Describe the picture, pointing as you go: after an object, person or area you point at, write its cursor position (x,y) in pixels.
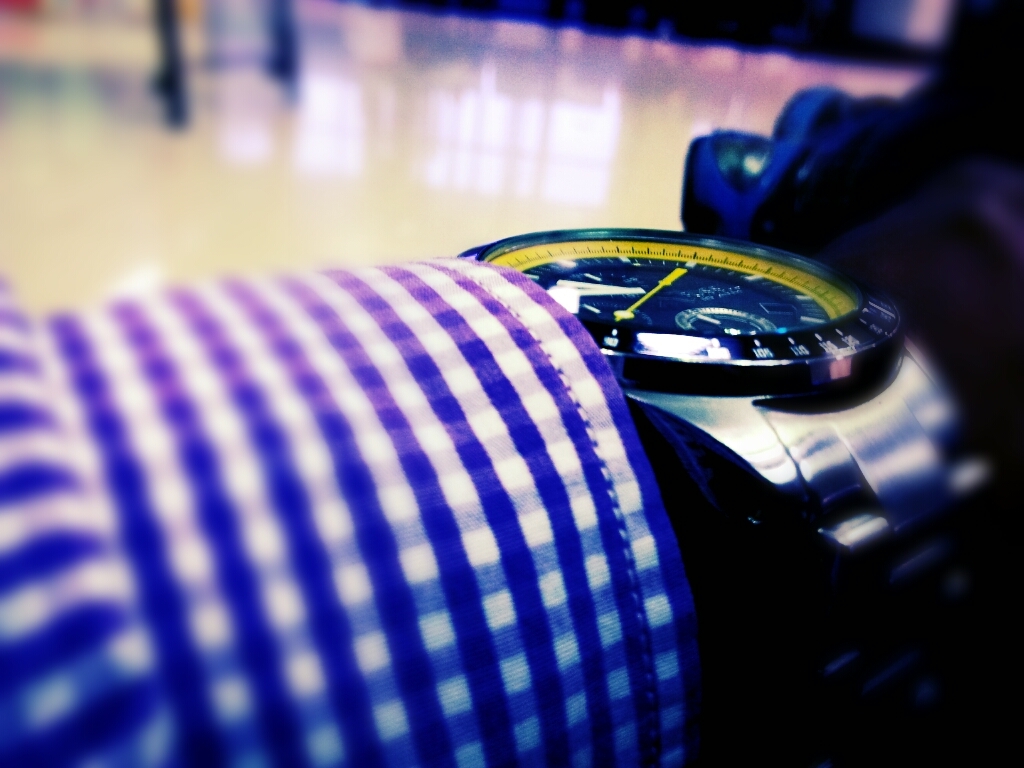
In the foreground of this picture (479,513) we can see a watch (769,399) and a cloth (471,392). In the background (489,59) we can see some other objects (914,136).
